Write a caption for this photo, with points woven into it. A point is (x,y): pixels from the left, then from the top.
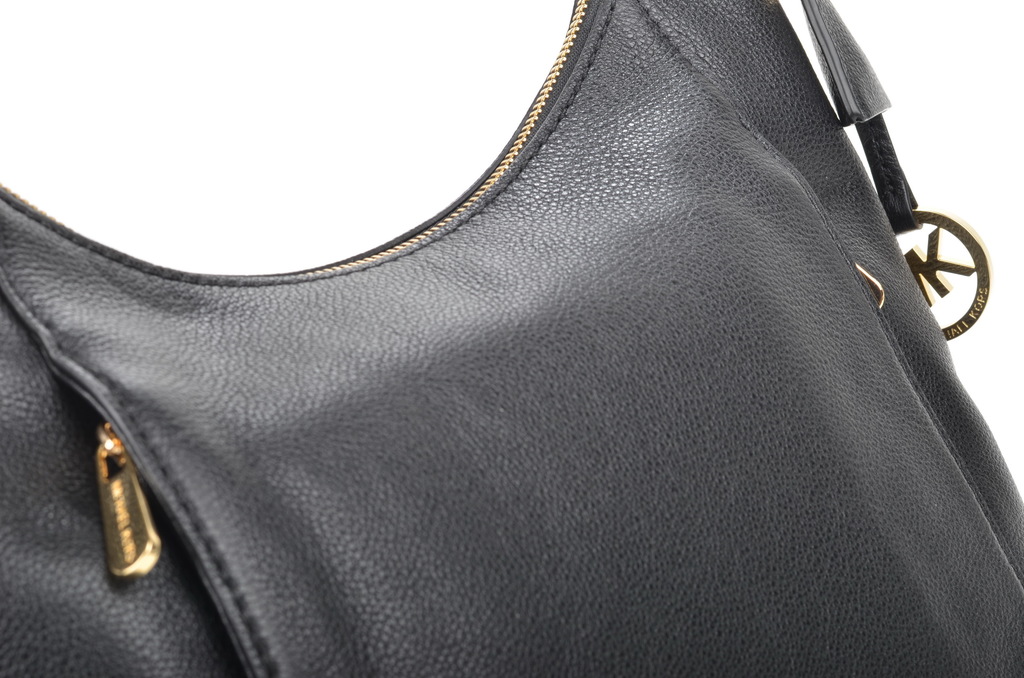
In this image we can see a black color leather bag (545,469).
